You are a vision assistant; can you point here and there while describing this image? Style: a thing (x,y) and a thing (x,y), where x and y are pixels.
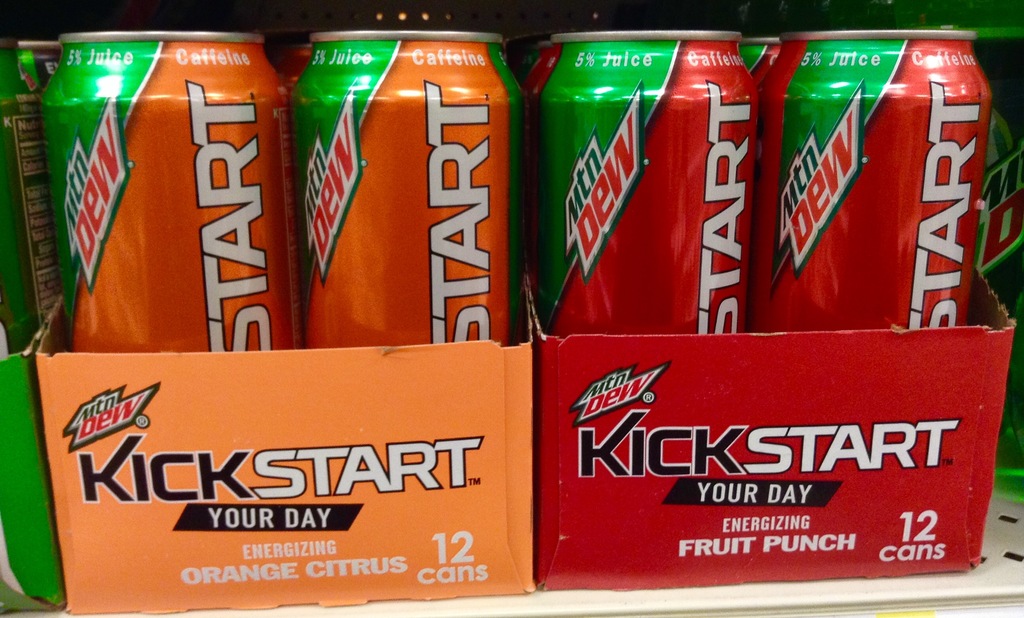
In the foreground of this image (686,241), there are tins (510,243) in the cardboard box (653,508) which is on the white surface (975,578).
